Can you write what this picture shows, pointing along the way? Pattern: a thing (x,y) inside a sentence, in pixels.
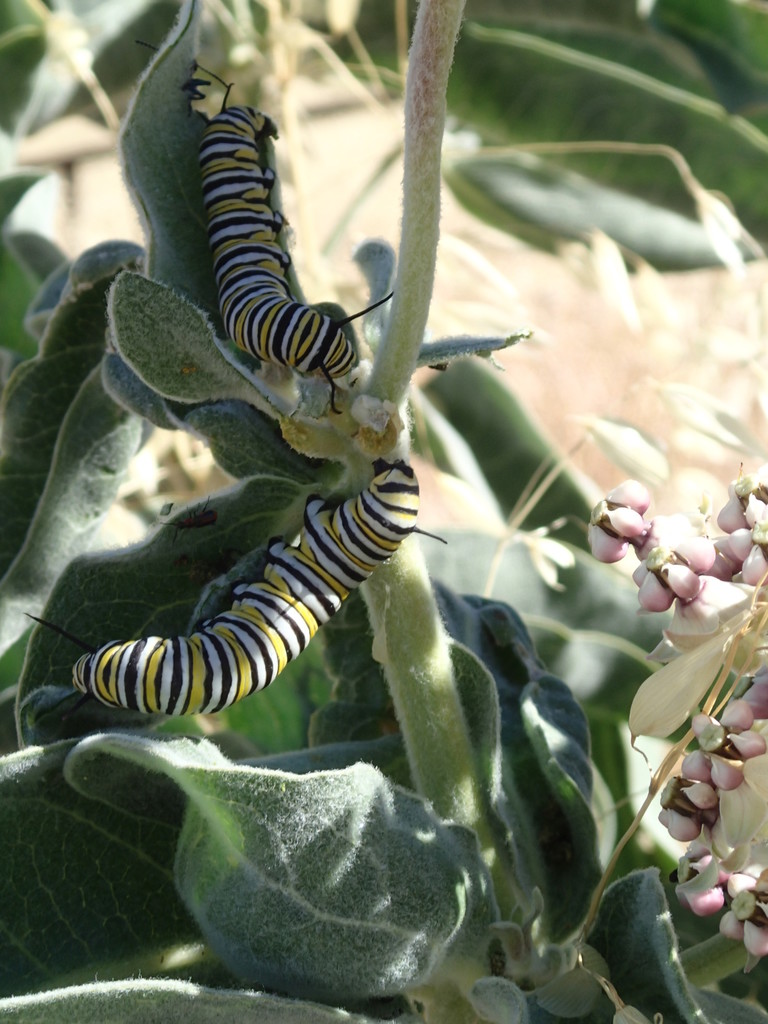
Here we can see insects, bugs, and plants (480,566).
